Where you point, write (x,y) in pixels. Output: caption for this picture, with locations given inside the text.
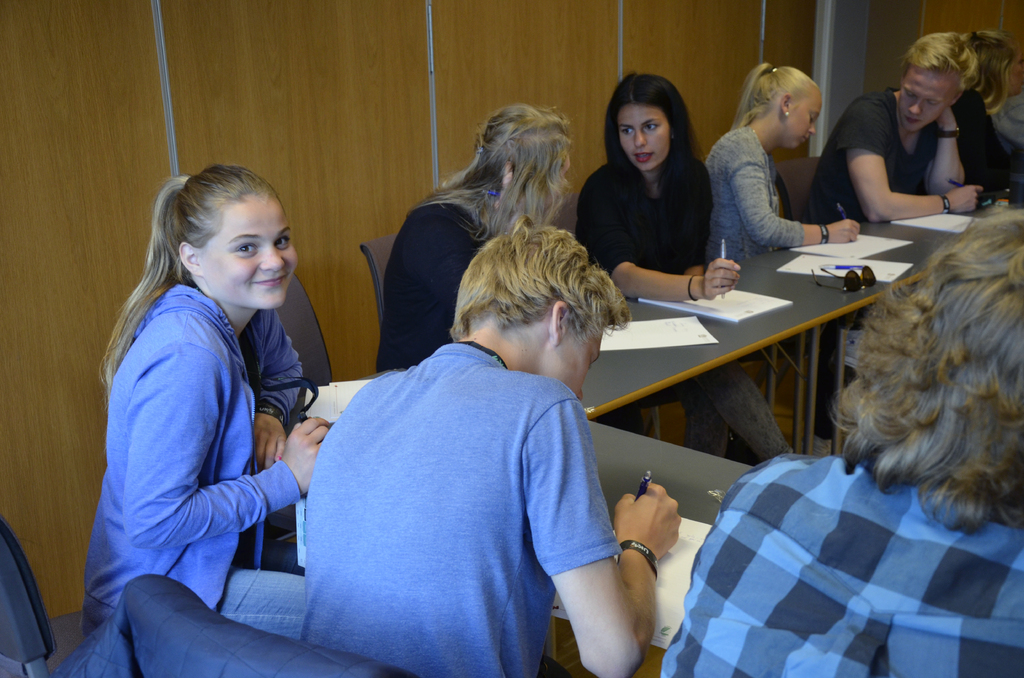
In the picture there are many people (562,302) sitting on the chair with the table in front of them, on the table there are books (869,262) and they are catching pens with their hands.
